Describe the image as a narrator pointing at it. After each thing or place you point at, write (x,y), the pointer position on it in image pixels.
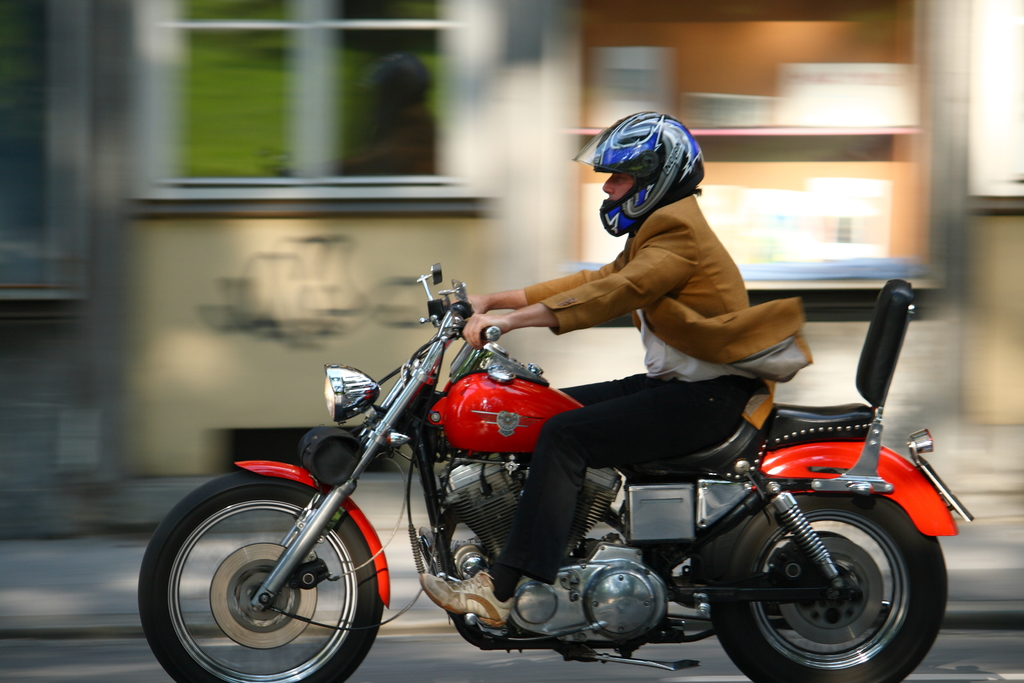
A person (561,301) is riding bike (671,565) on the road (139,647).
